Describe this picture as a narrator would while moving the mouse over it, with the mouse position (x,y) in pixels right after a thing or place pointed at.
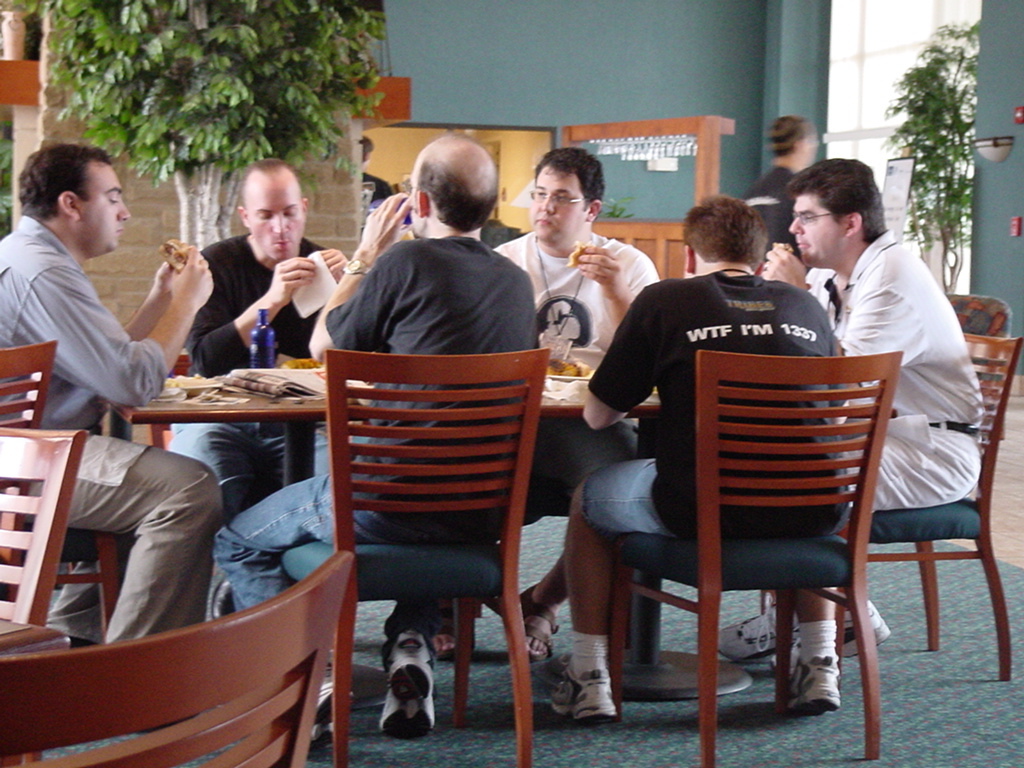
In this picture we can see some persons (562,226) sitting on chair (418,357) and eating food (555,369) and in front of them there is table (317,370) and on table (186,387) we can see news paper (233,376), bottle (263,362), glass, some food items (300,359) and in the background (251,81) we can see tree (167,90), wall (477,75), light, window (852,62).
